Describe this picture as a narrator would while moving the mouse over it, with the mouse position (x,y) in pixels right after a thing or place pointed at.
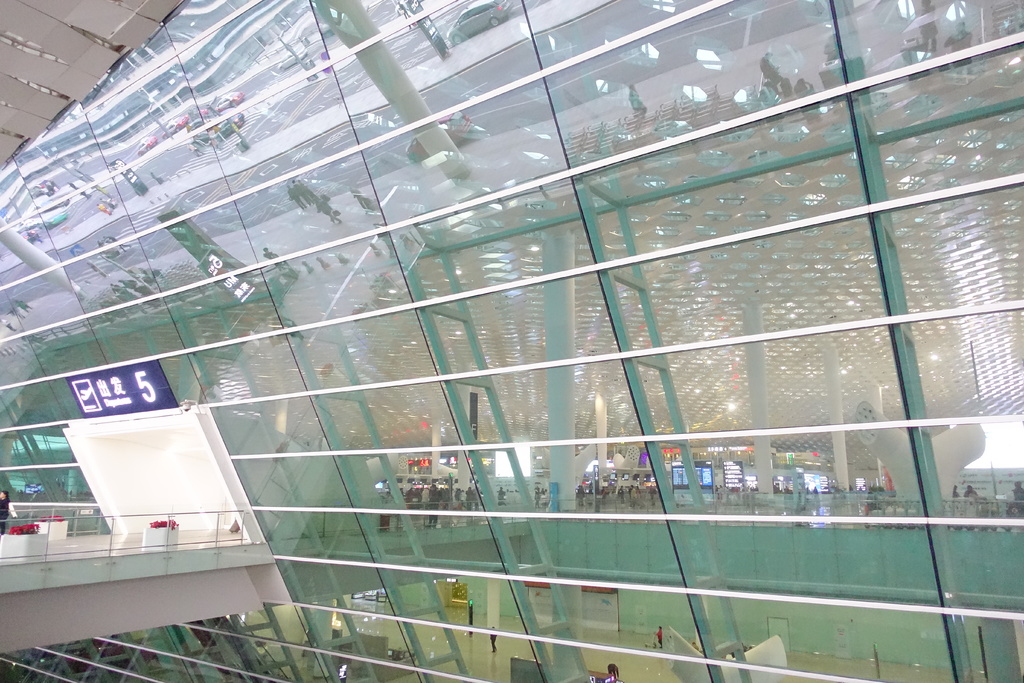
In this image we can see a LED board (166,404), walkway (53,614), glass windows (622,406) through which we can see people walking on the floor (477,637), screens (734,482) and few more things (939,458). Here we can see the reflection (319,44) of the road (86,209), vehicles (182,124) moving on the road (798,7), people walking here and pillars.
